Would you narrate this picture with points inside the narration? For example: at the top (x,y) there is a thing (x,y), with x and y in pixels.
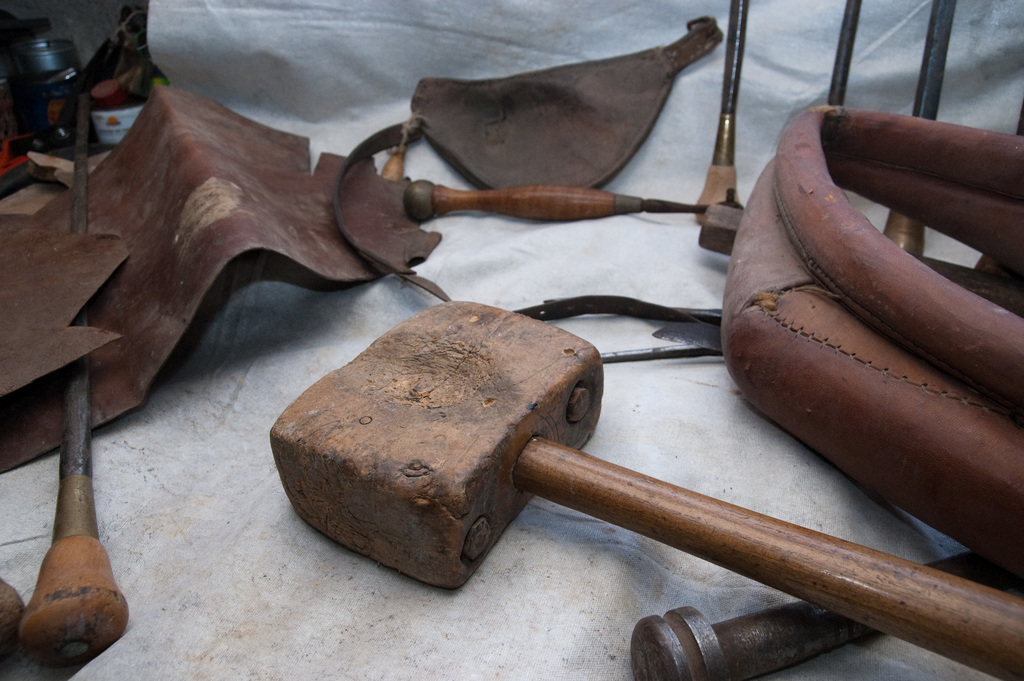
In this picture I can see few instruments (641,630) and I can see few leather pieces (534,89) and looks like a wooden hammer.
